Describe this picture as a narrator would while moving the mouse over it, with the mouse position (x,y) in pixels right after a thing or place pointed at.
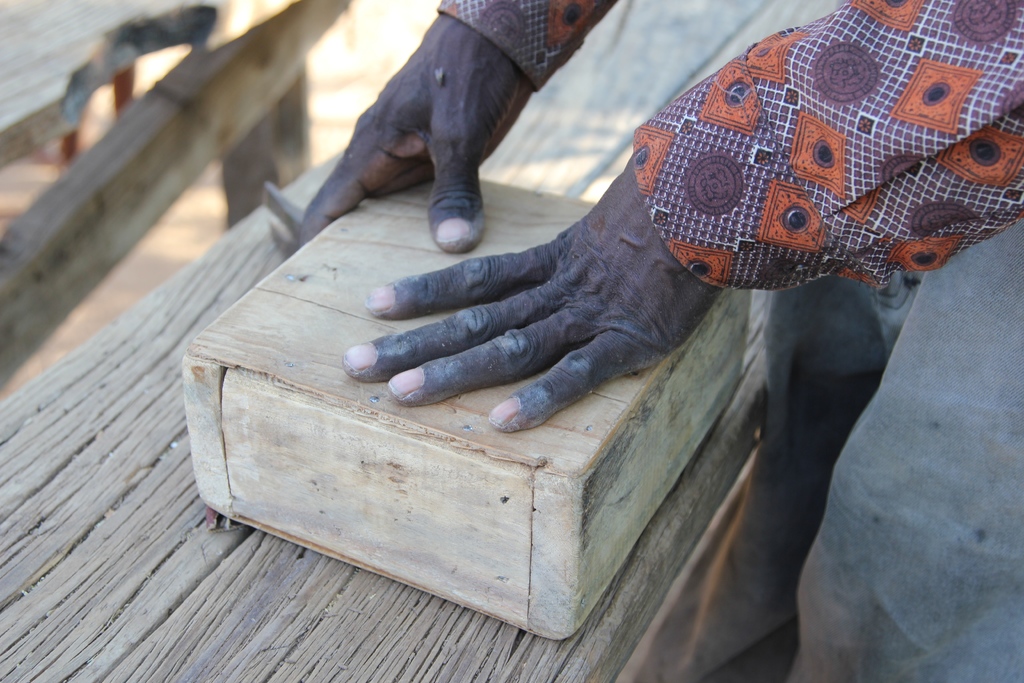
There is a person (681,277) placed his hands (404,386) on a wooden object (505,449) and there are some other wooden objects (87,183) beside him.
